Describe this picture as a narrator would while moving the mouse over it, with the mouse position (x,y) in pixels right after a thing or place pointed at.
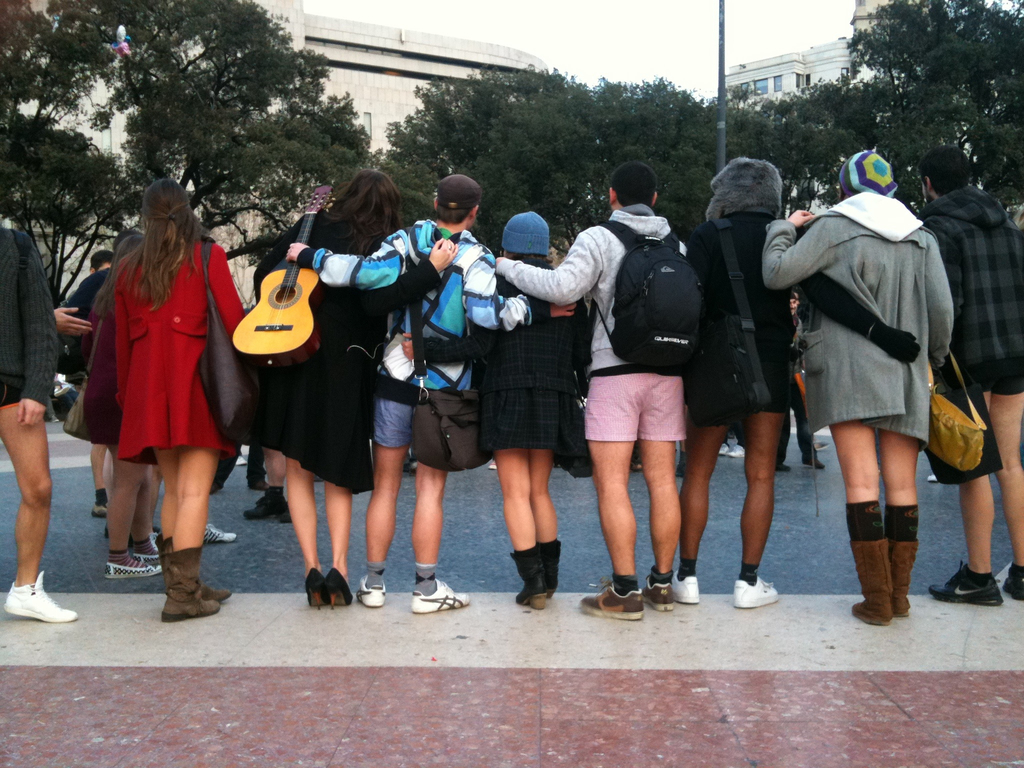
In this image, we can see persons (152,334) standing and wearing clothes (317,375). There are some persons (521,295) wearing bags (980,429). There is a person (406,374) in the middle of the image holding a guitar (274,307) with his hand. There are some trees (463,172) in front of buildings (825,45). There is a pole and sky (609,38) at the top of the image (658,25).
